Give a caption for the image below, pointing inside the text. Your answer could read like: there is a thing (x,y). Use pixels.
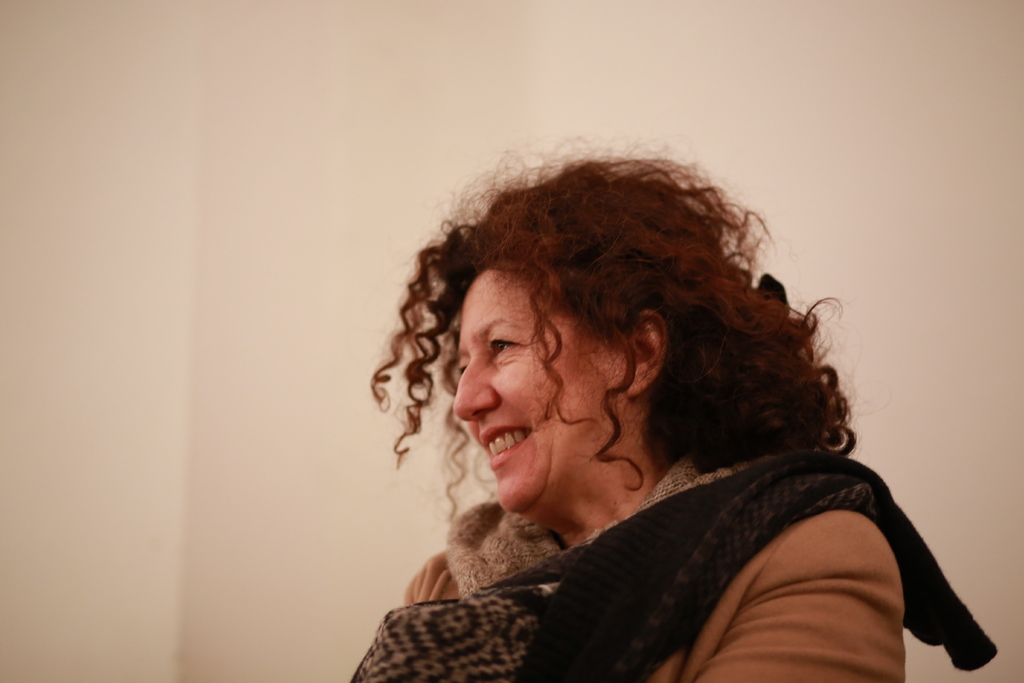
In this image I can see a woman (531,424) wearing brown colored jacket (745,579) and I can see a black colored cloth (656,603) on her. In the background (369,404) I can see the cream colored surface (248,253).
